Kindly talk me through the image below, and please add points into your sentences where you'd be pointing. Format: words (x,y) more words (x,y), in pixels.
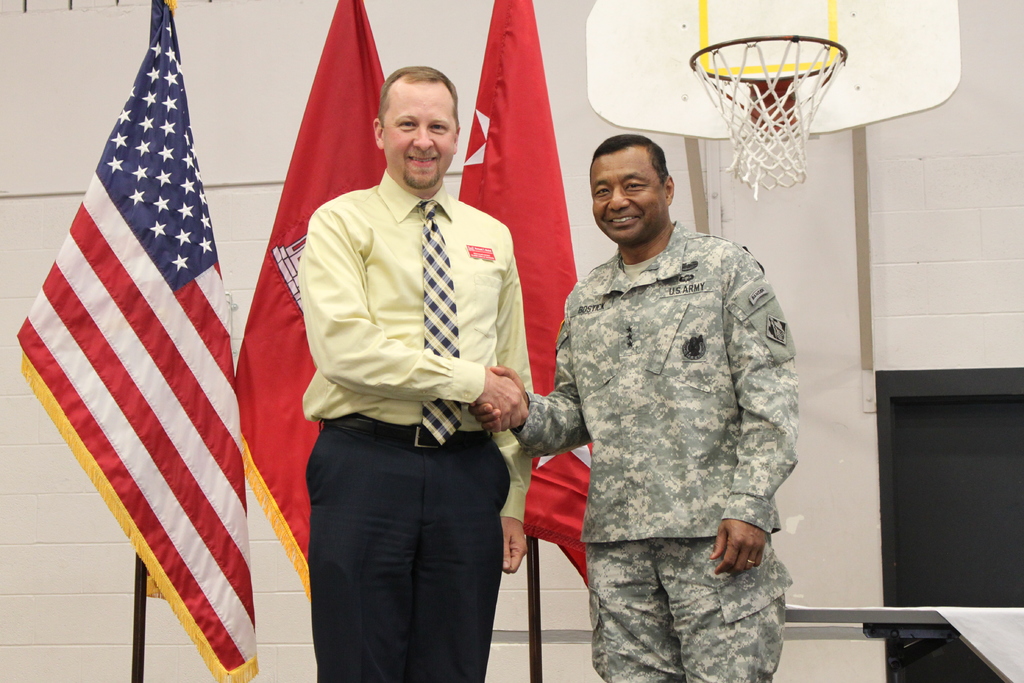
In the picture we can see two men (467,467) are standing and shaking hands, one man (472,480) is in shirt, tie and trouser (478,678) and one man (695,490) is in army uniform (729,456) and they are smiling and behind them, we can see three different flags (224,654) and beside it we can see basketball net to the wall (782,508).
